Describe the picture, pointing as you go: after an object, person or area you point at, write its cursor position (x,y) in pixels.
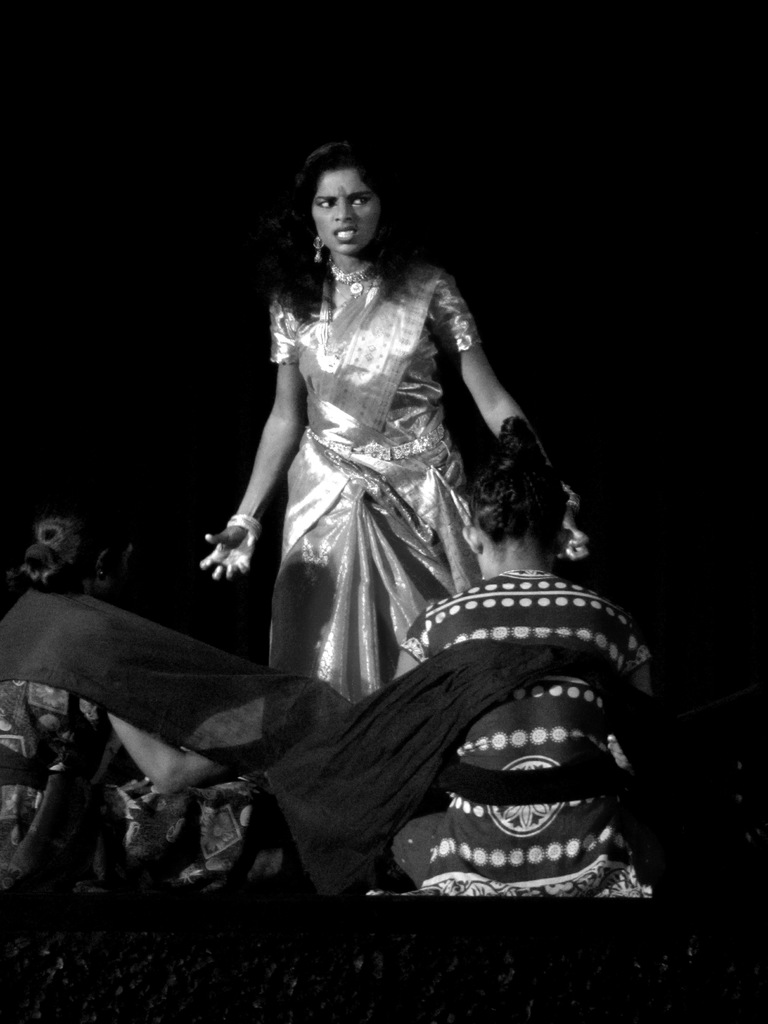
This is a black and white image. In the middle of the image (366,423) there is a woman (379,547) standing and looking at the right side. In front of this woman (325,582) two persons (210,801) are sitting facing towards the back side (539,729). The background (763,337) is in black color.
